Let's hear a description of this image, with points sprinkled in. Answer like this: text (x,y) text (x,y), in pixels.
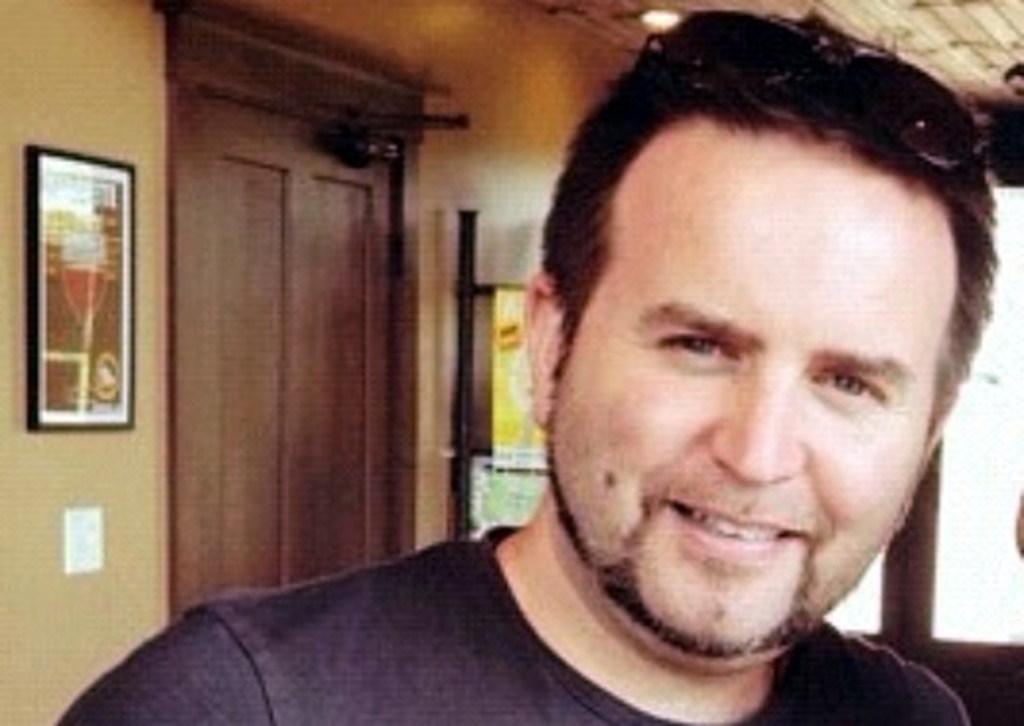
In this image, we can see a man (742,491) smiling and in the background (87,179), there is a frame (80,290) placed on the wall (113,442) and there is a door (247,273).
